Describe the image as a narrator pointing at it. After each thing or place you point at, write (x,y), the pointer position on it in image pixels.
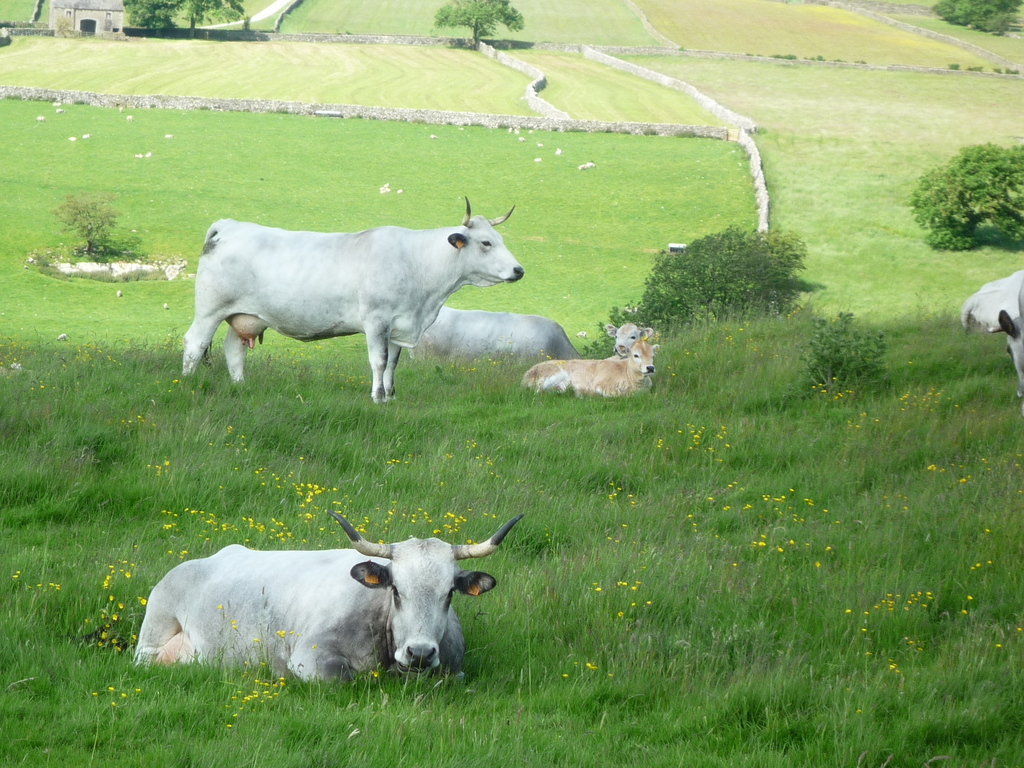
In this picture we can see cows (347,332), at the bottom (319,543) there is grass (910,404), we can see some plants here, at the left top (88,31) we can see a house (110,16).
